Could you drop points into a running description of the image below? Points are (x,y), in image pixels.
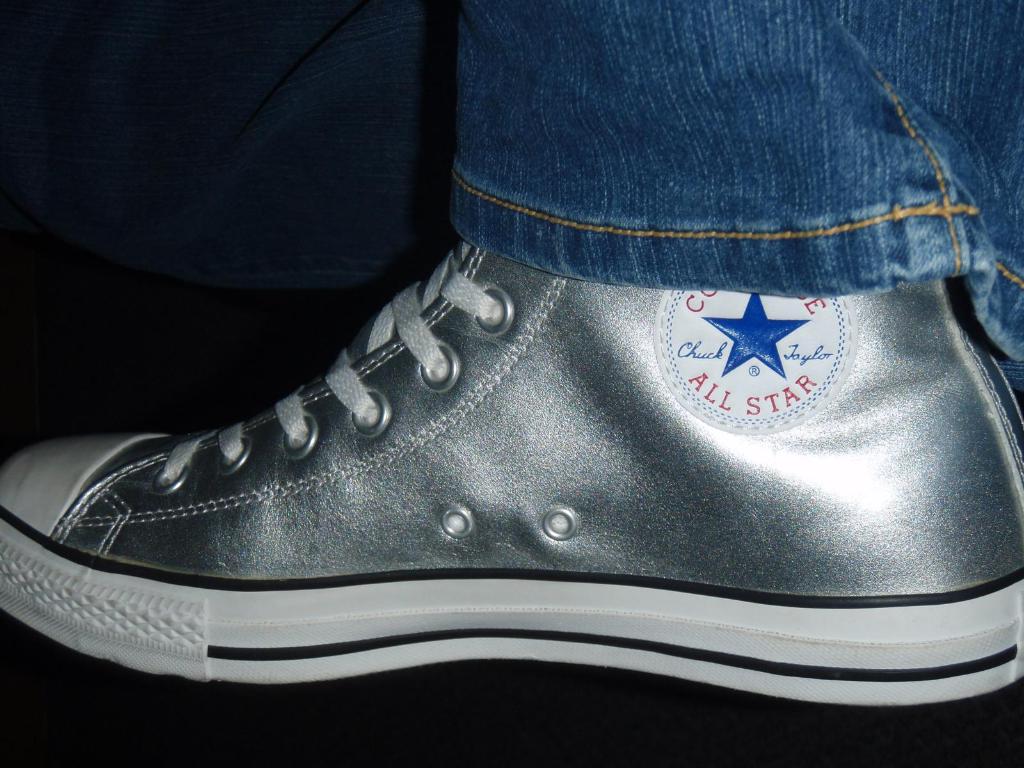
In this image there is a shoe (818,481). There is text (722,405) on the shoe (729,318). There are shoe laces (376,341) to the shoe (313,399). In the top right (769,99) there is the edge (785,176) of a jeans (751,155). The background (674,699) is dark.
